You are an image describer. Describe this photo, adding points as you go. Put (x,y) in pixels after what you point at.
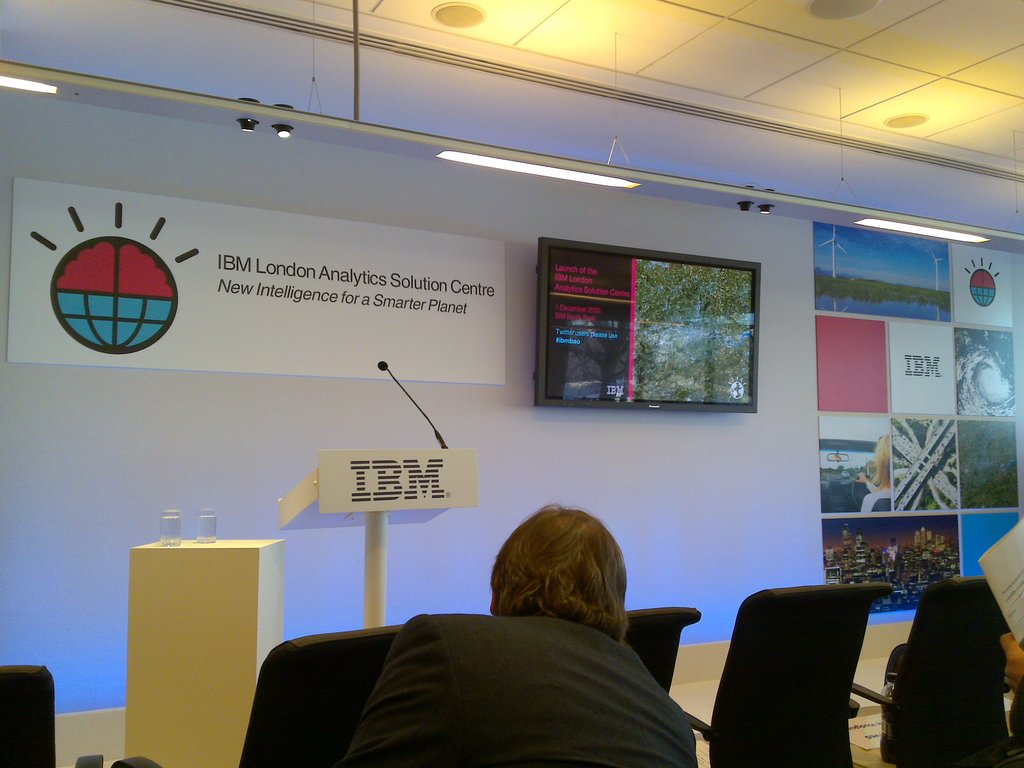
In this image there is a man (480,697) sitting on chair (292,702), in front of the man (462,646) there are chairs (677,642), in the background (962,217) there is a wall (634,602) to that wall (609,199) there are posters (932,445), in the top (974,75) there is a ceiling (213,13) to that ceiling (1022,167) there are lights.
